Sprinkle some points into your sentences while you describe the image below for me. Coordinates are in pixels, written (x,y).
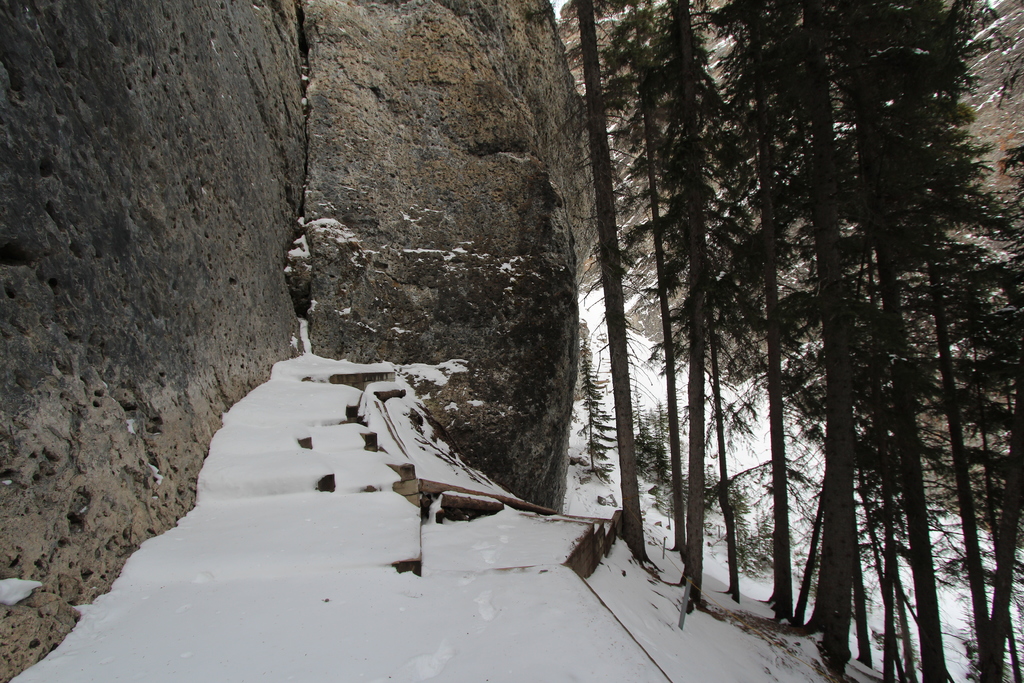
In this image I can see snow (376,414). There are mountains (270,139) on the left (33,82) and trees (831,357) on the right (835,414).
